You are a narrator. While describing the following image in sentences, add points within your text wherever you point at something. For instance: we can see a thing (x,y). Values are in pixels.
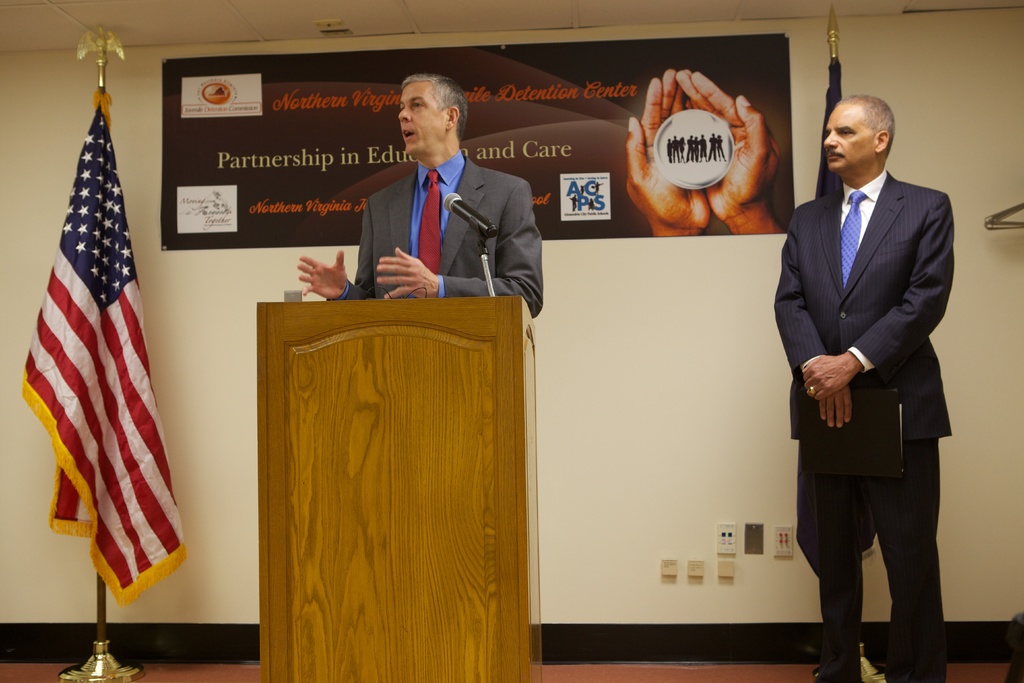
In this image there are two man (871,324) on a stage (703,668), in front of the man (423,187) there is a podium (401,343) and a mic (467,220), in the background (137,225) there are two flags (117,192) and a wall (1012,14) on that wall (146,65) there is a poster (757,46), on that poster (519,149) there is some text (514,154) and two hands (654,208).
